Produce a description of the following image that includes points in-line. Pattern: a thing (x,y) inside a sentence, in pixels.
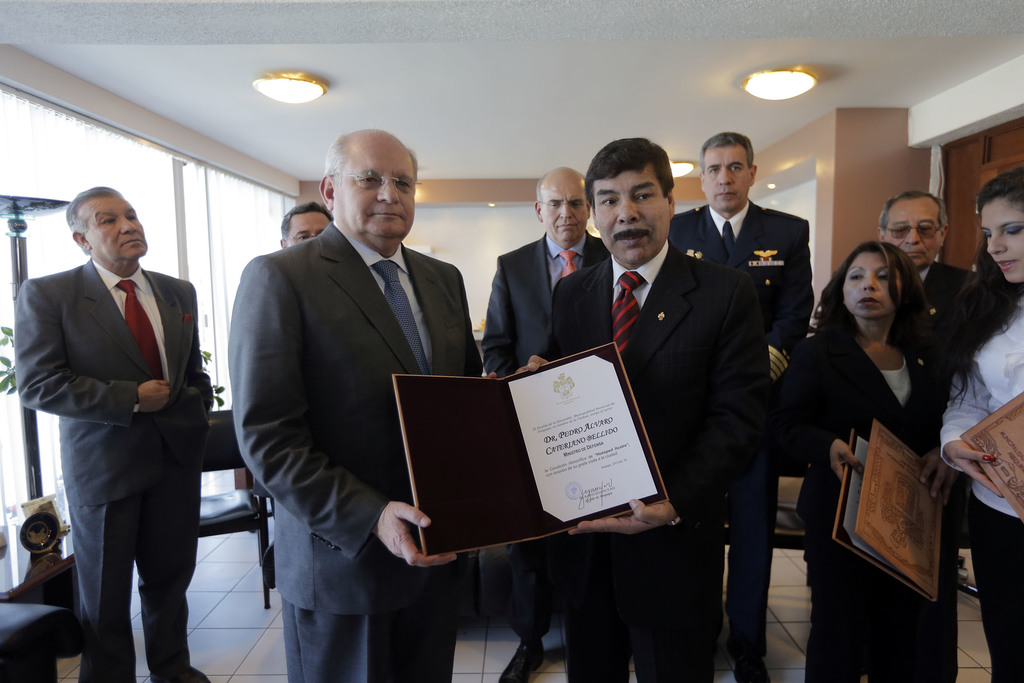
In this picture I can see two persons (740,341) standing and holding a padded certificate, there are group of people (504,350) standing, there are two persons (974,481) holding the padded certificates (902,490), there are some objects (39,561) on the table (38,555), there is a chair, there is a plant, there are lights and curtains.
